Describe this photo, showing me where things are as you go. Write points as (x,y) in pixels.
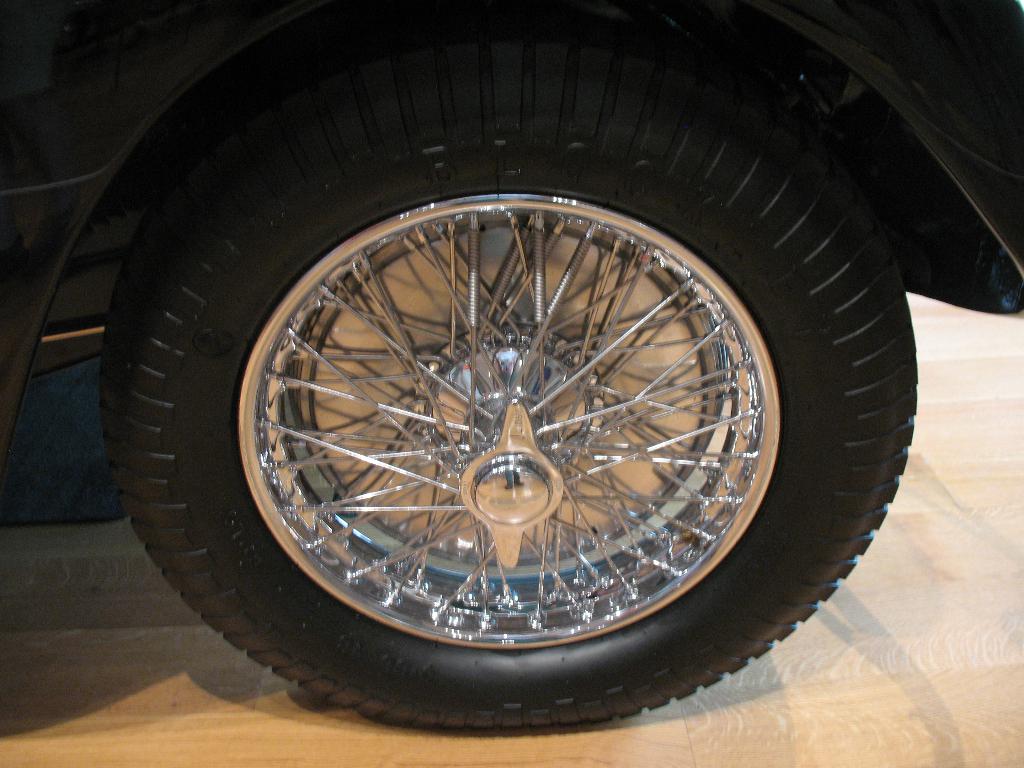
In this picture I can see the wheel (471,264) of a vehicle (618,150) and I can see the path (148,654) which is of brown color.
